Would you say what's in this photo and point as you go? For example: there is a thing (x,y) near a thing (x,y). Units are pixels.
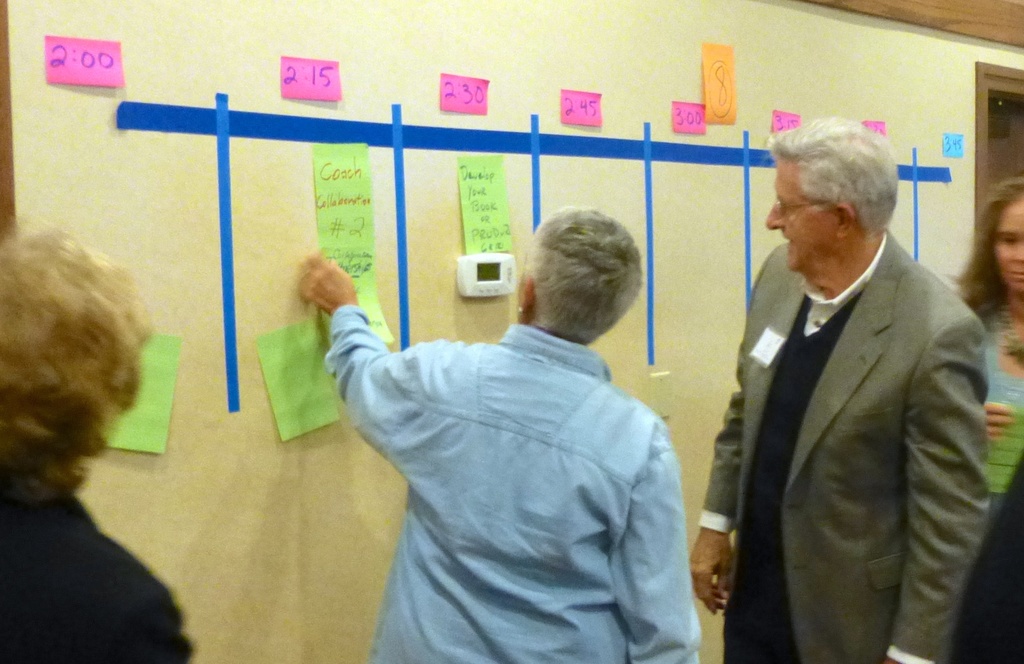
In this picture we can see people (743,487) standing and looking at the papers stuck on the wall (424,223).
